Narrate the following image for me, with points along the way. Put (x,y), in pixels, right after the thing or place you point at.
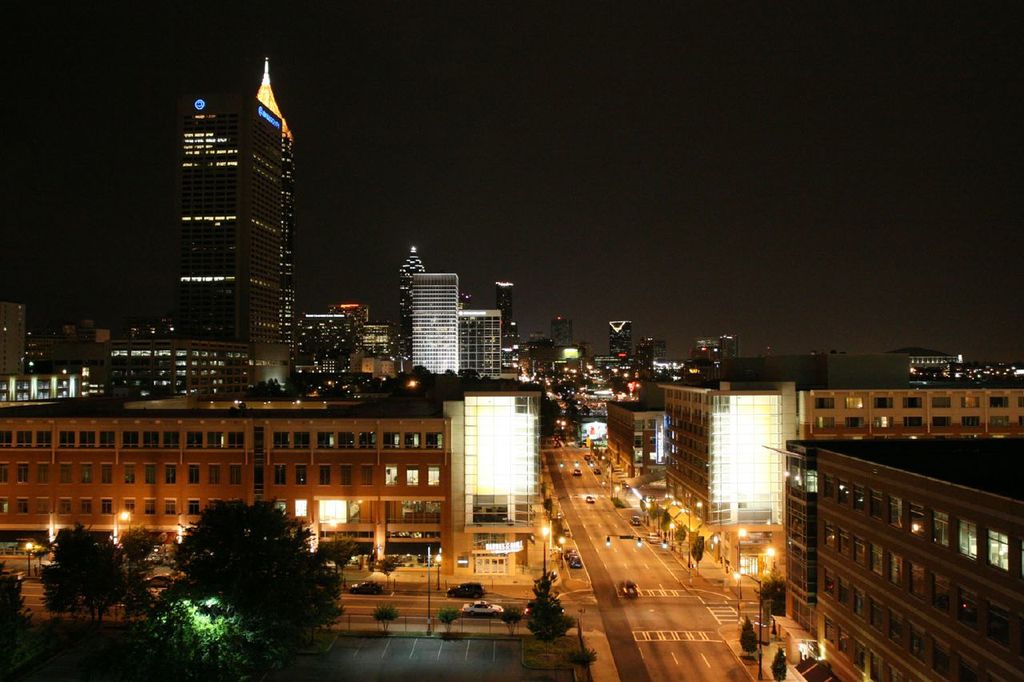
In this image we can see the buildings (375,403), windows (426,505). And we can see the lights (799,649). And we can see the vehicles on the road (645,633). And we can see the lights (574,351), trees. And we can see the sky (465,275).
